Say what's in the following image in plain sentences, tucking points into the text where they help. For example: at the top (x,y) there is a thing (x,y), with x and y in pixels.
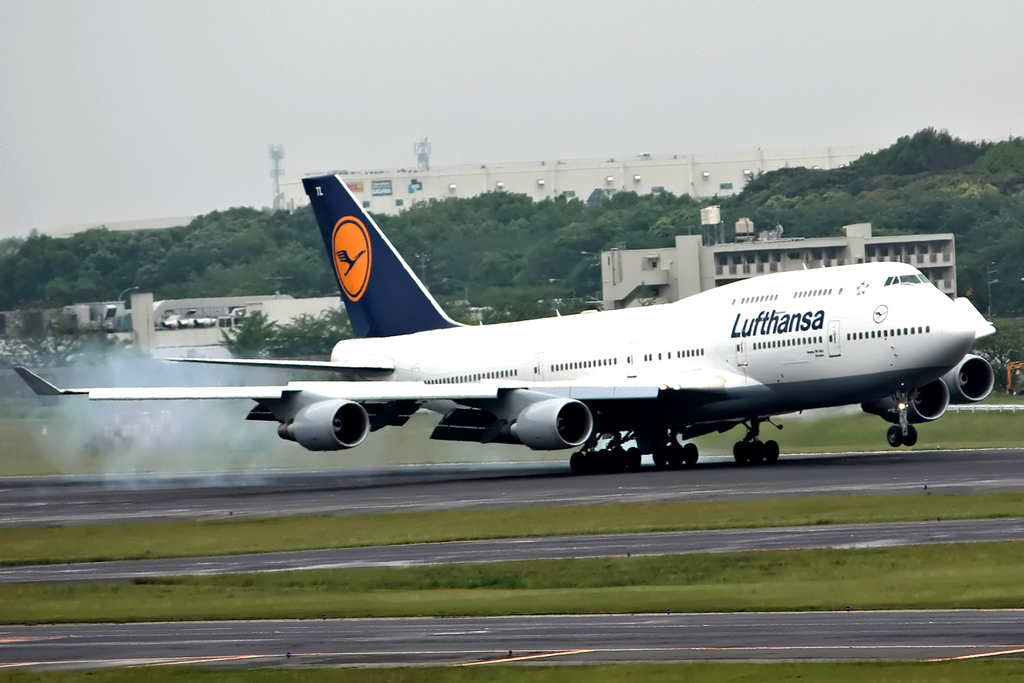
In this picture we can see an airplane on the ground (798,514) and in the background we can see buildings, trees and the sky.
